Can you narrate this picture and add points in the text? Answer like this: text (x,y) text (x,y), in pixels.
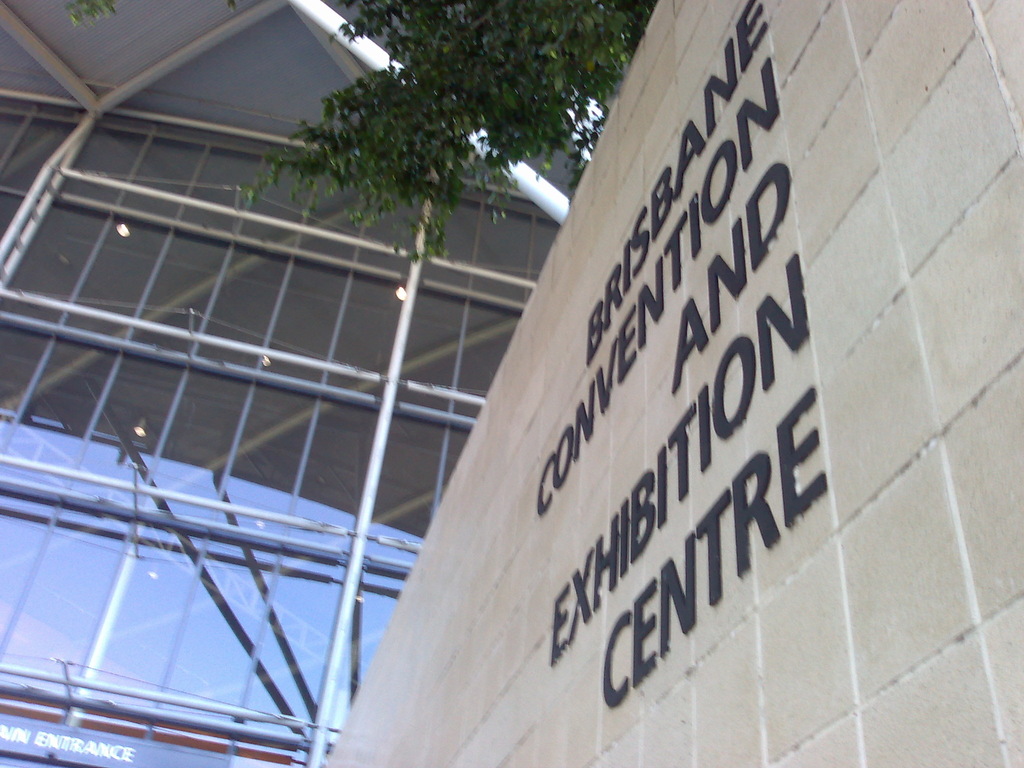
In this image I can see something written on the wall (879,398) and the wall (772,638) is in cream color. In the background (94,396) I can see the glass window (116,300), few rods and few plants (500,56) in green color.
